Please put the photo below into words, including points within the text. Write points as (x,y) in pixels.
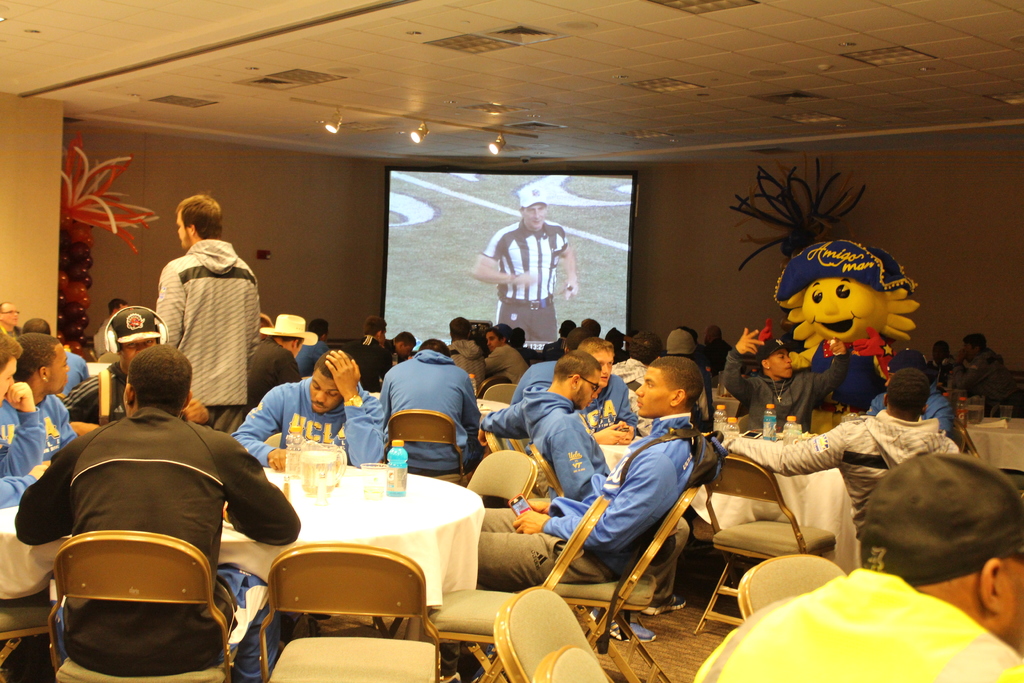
In the picture I can see these people (28,458) are sitting on the chairs (266,677) near the tables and this person (209,384) is standing. In the background (907,310), I can see projector screen (575,271), decorative items (84,311), a person (824,327) wearing different costume (796,325) and ceiling lights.
